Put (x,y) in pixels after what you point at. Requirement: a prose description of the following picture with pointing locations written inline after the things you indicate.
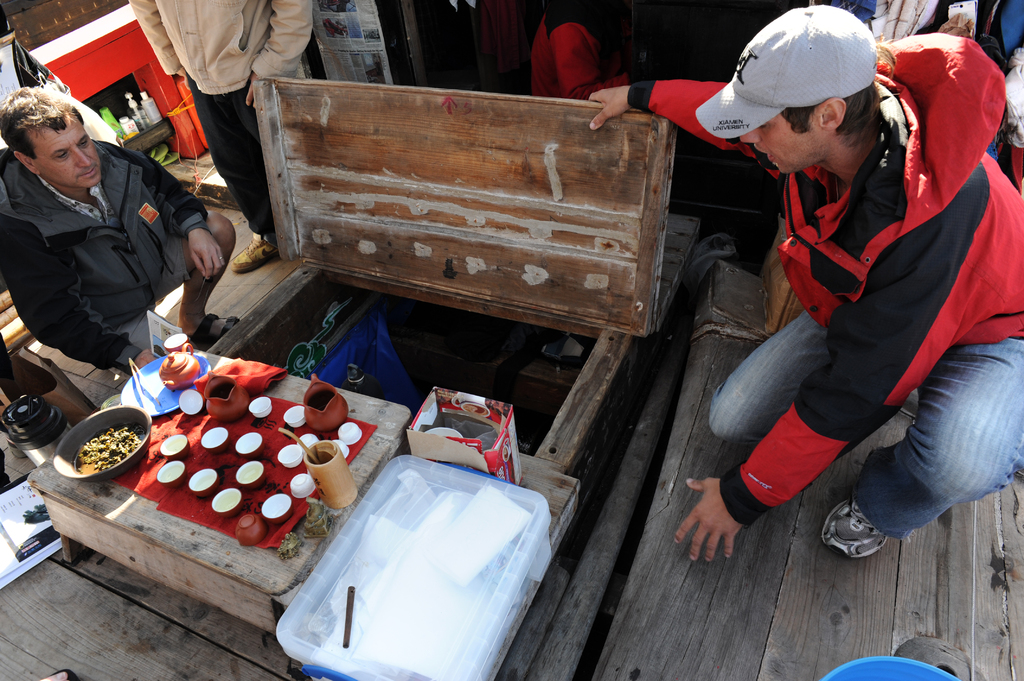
In this image I can see a person (945,190) wearing red and black colored jacket (947,261), blue jeans (946,405), footwear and hat (828,95) is sitting on the surface (823,559) and another person (133,230) wearing jacket (153,250) and short (176,246) is sitting on the floor (174,295). I can see the wooden surface (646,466) on which I can see a bowl (87,429), a container (242,412) and few other objects (241,448). I can see a transparent box (459,587), a cardboard box (473,456) and few other objects (158,117). In the background (195,54) I can see few other persons (289,52).
